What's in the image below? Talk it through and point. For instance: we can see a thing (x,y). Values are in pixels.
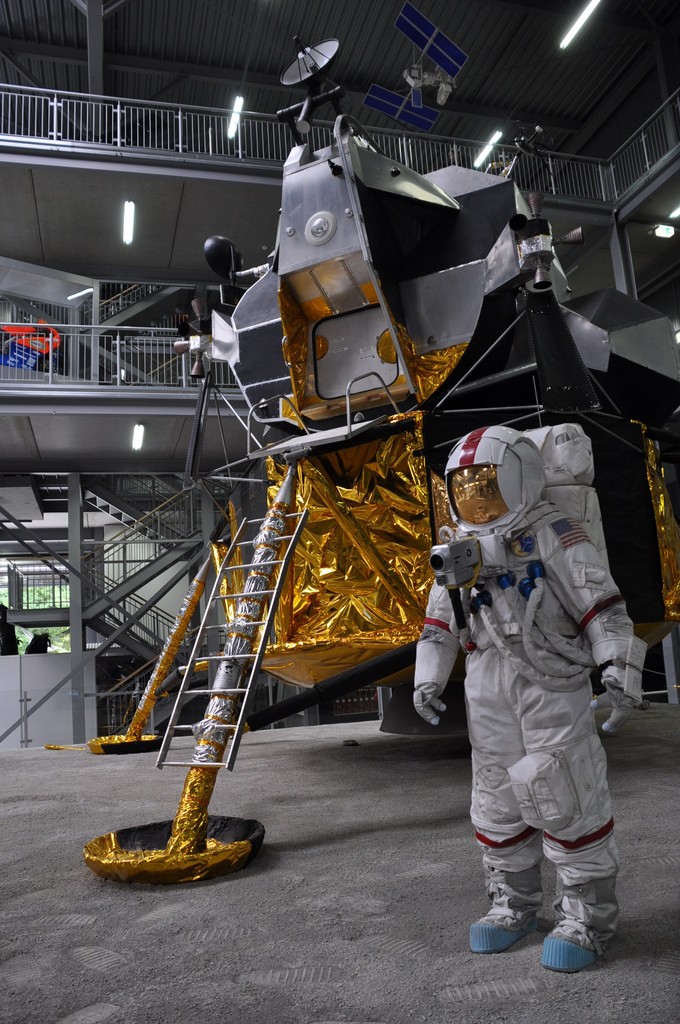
In the foreground (520,636) I can see a person (538,546) in uniform (553,778), machines (202,876) and metal rods (188,840) on the floor (300,765). In the background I can see a fence (21,599), staircase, lights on a rooftop (388,57). This image is taken may be in a hall (175,252).
